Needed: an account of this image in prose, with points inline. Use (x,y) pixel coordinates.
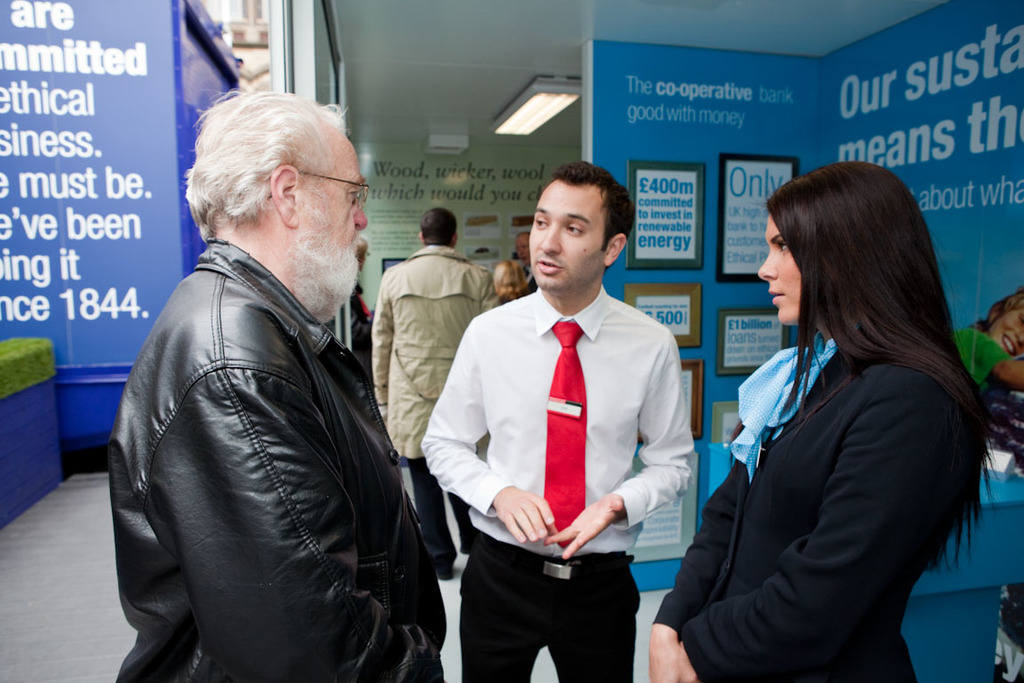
In front of the picture, we see two men (501,479) and a woman (827,603) are standing. The man (438,440) in the white shirt (592,432) is talking to the man (352,443) who is wearing a black jacket (215,533). Behind them, we see people (521,247) are walking. On the right side (952,233), we see a blue color board (950,215) with some text (680,315) written on it. On the left side (151,77), we see a board (95,172) with some text (90,186) written on it. Behind that, it looks like a stall (200,64). In the background (414,209), we see something is written on the wall (418,191) and at the top of the picture (502,132), we see a light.
